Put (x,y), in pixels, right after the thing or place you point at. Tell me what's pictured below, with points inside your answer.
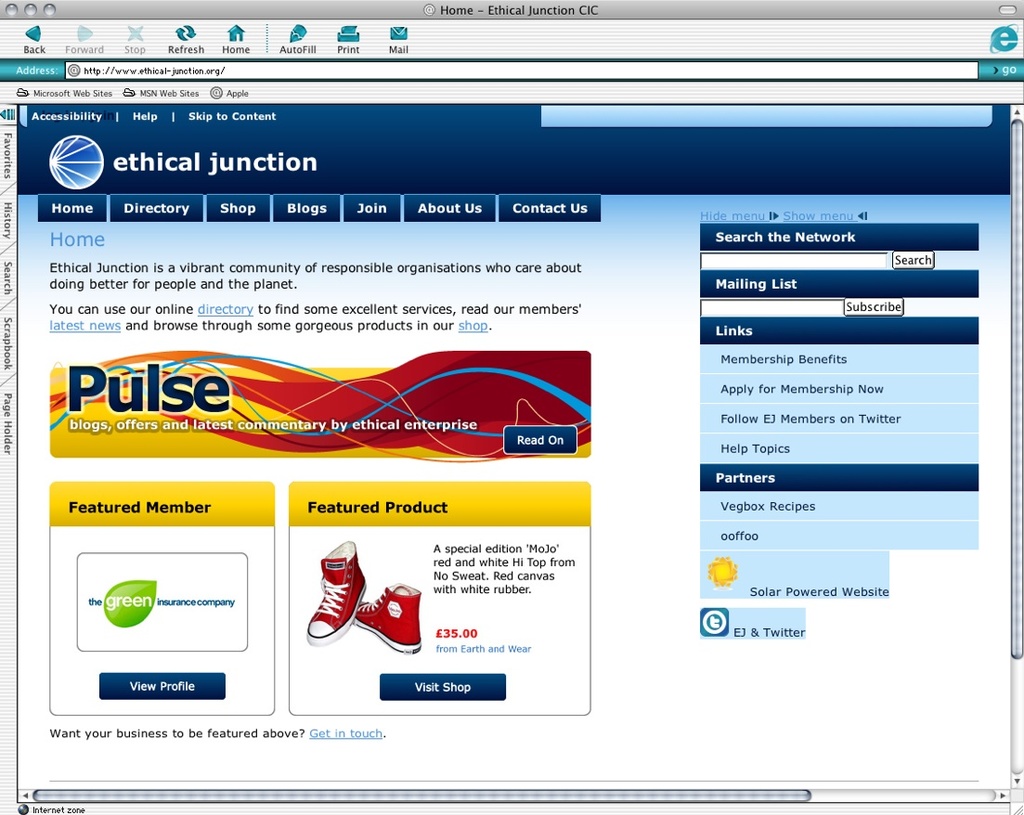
In this image, we can see a screen (810,2) of a monitor (941,11).
